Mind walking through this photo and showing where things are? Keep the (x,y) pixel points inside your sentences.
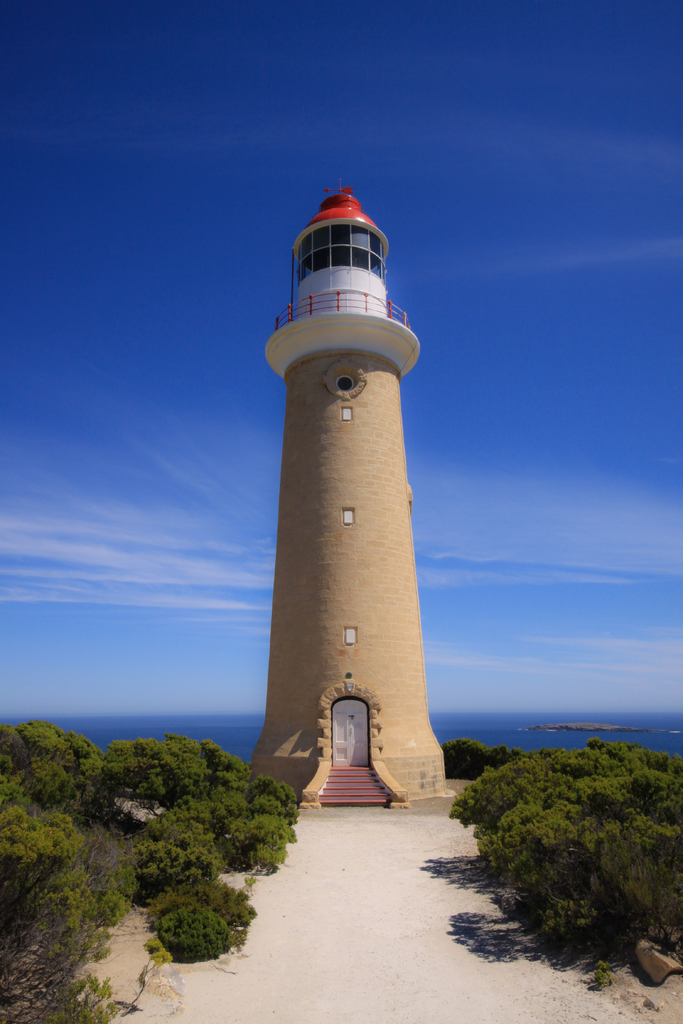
In this image I can see trees (629,915), lighthouse (327,248), water (444,727), mountain (613,729) and the sky (177,510). This image is taken may be during a day.
